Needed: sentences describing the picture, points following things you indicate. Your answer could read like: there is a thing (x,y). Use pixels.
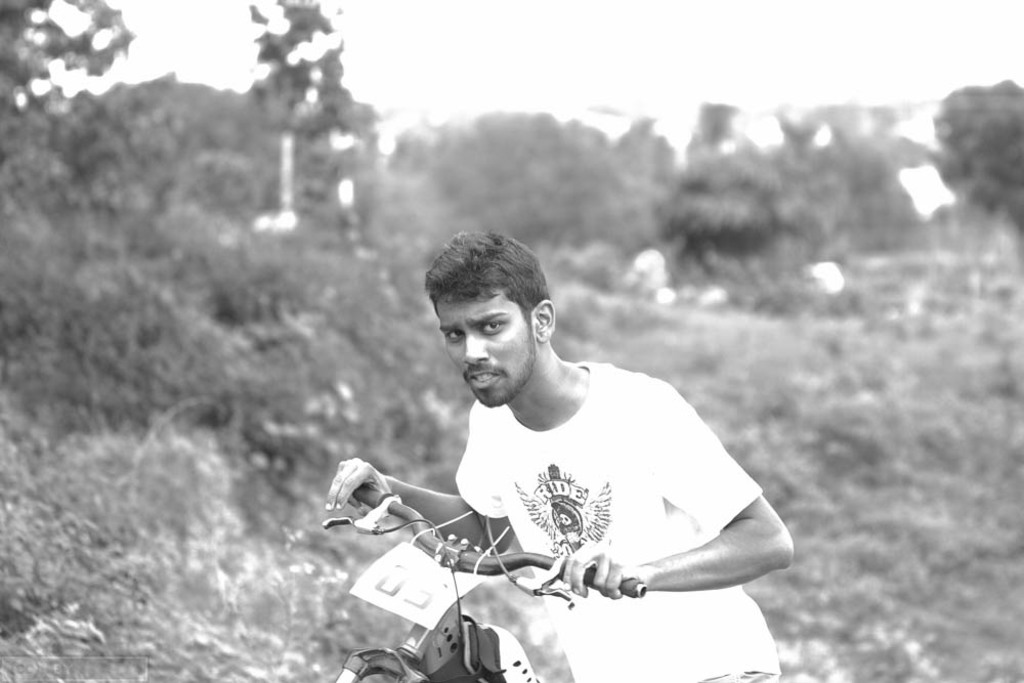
This is black and white picture, there is a man (651,650) holding vehicle handle (558,578) and we can see sticker (420,596) on this vehicle (420,571). In the background (148,312) it is blur.
